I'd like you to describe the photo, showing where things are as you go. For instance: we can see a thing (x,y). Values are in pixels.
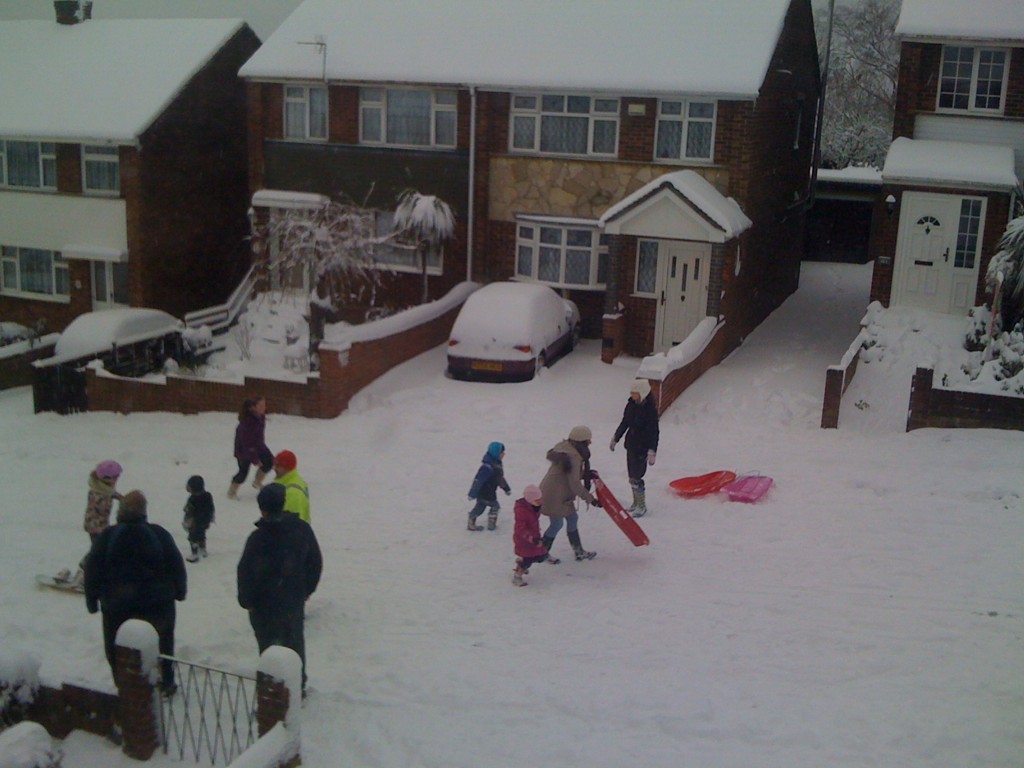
In front of the image there is a metal fence (193,710). There are people (128,611) standing on the snow (646,637). There are a few objects (748,489) on the surface (682,500). There are cars (489,309), buildings (955,28), trees (996,255).
